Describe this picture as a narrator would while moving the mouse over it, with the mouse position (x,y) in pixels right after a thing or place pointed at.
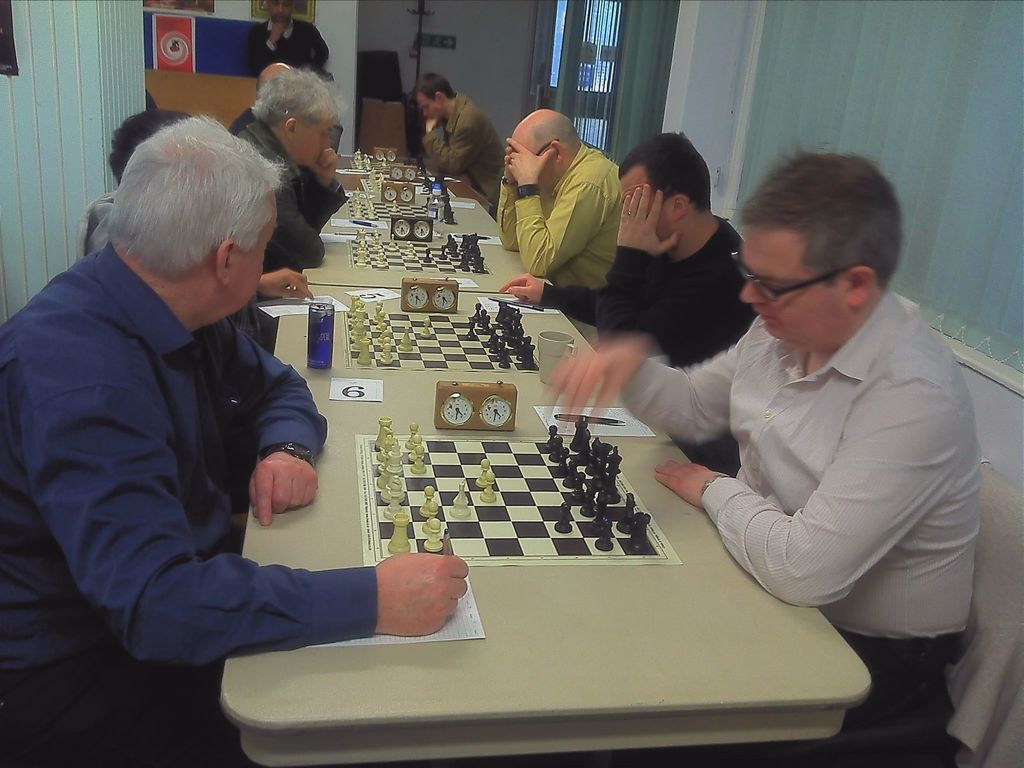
In this picture we can see all the persons (972,453) sitting on chairs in front of a table (533,388) and on the table (425,395) we can see analog clocks (484,411), paper (428,641), pen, chess board (420,518) with chess pieces (464,497). We can see a man (315,32) standing near to the table (437,655). This is a wall (481,40).
